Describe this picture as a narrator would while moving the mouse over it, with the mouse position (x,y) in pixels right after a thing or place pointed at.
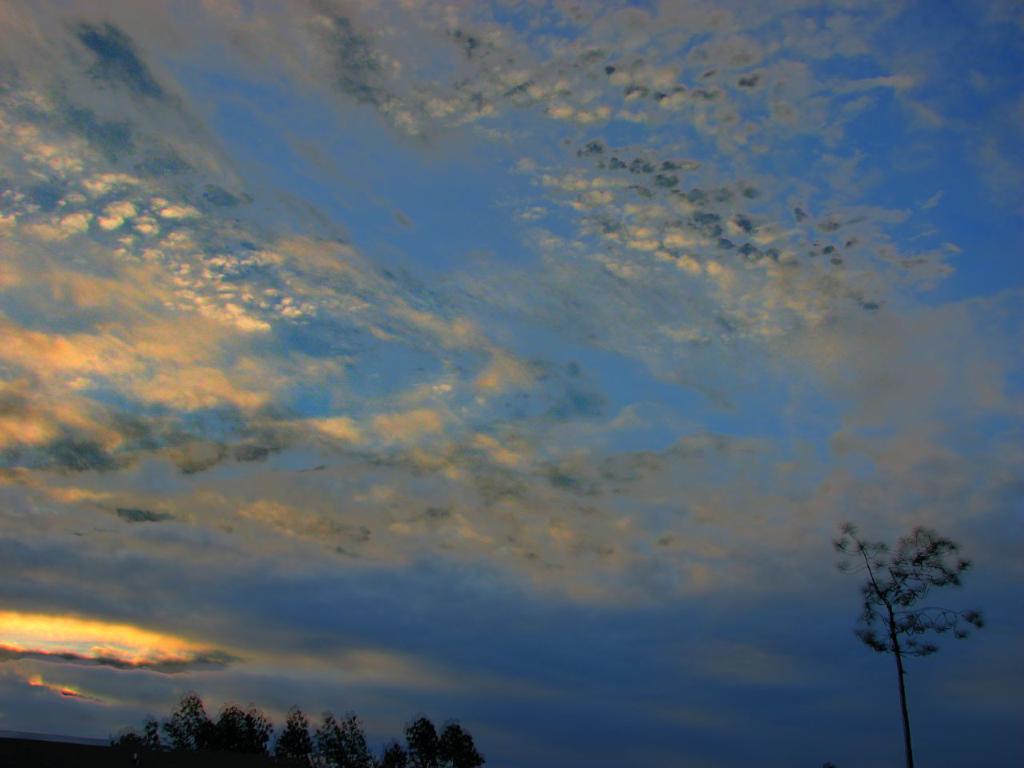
In this picture, we can see trees (297,752), and the sky (484,460) with clouds (509,380).
